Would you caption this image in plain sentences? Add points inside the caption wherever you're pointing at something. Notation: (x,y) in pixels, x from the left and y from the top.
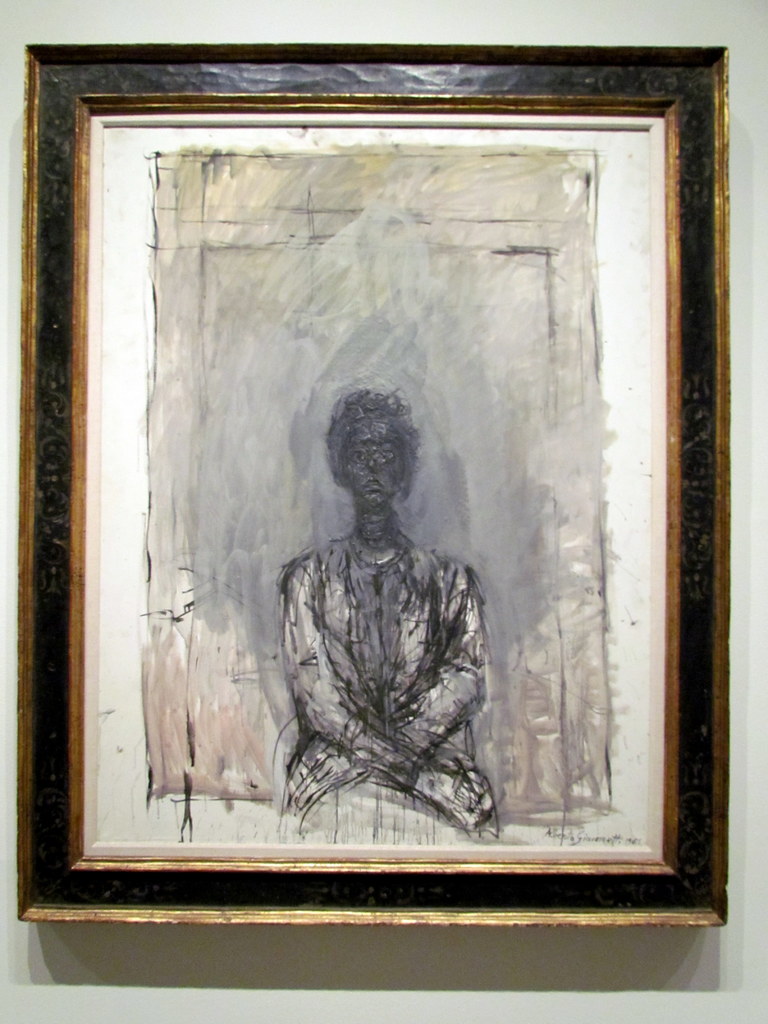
In this picture I can see a photo frame (307,82) and on the frame (527,82) I see the drawing (338,478) of a person (373,569) and I see this frame (685,52) is on the white color surface (621,930).
